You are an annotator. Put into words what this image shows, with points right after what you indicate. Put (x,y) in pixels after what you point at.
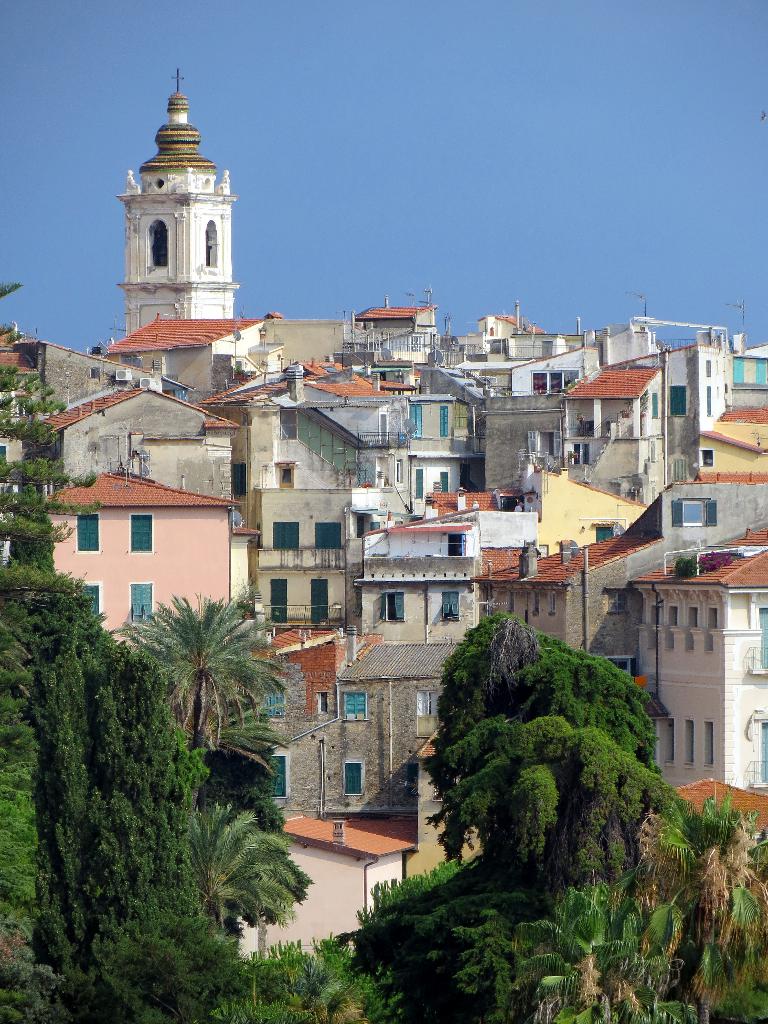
This is an outside view. At the bottom (155,890) there are many trees (503,898). In the background (371,385) there are many buildings (485,369). At the top of the image (537,144) I can see the sky (405,128).
